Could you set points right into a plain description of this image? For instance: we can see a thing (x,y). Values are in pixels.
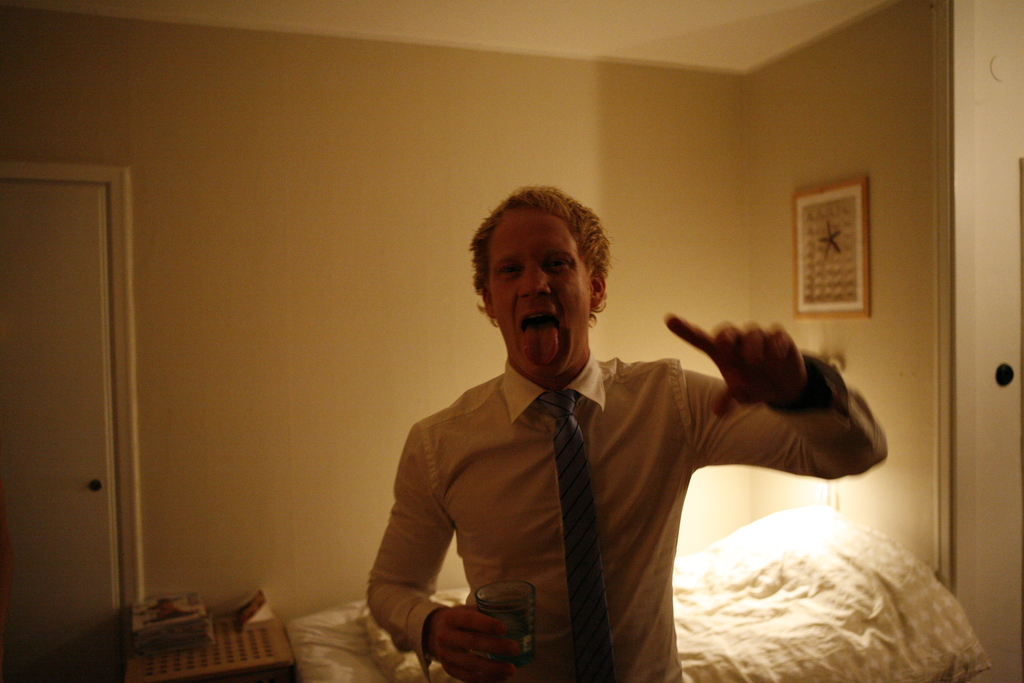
In this image there is a man (450,469) in the middle (480,427) who is holding the glass (532,629) by keeping his tongue (549,335) out. Behind him there is a bed (735,594). On the left side (67,482) there is a door (67,423). In the background (352,270) there is a wall (554,179) on which there is a frame (830,241). Beside the bed (821,529) there is a light (828,490). On the left side (205,654) bottom there is a table (221,654) on which there are books (185,633).
